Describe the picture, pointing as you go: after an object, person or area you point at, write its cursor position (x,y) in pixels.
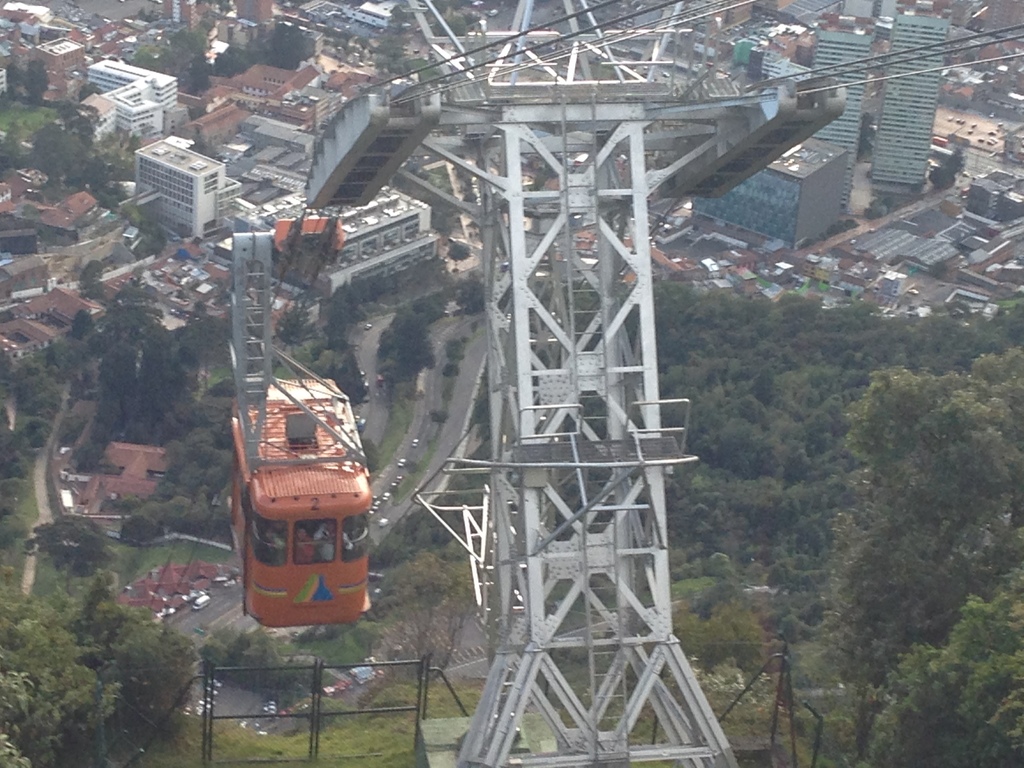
There is a tower (577,594) and a cable car (307,609) in the foreground area of the image (355,564), there are trees (464,303), buildings (823,149) and vehicles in the background area (696,327), it seems like a boundary (317,668) at the bottom side (268,681).
